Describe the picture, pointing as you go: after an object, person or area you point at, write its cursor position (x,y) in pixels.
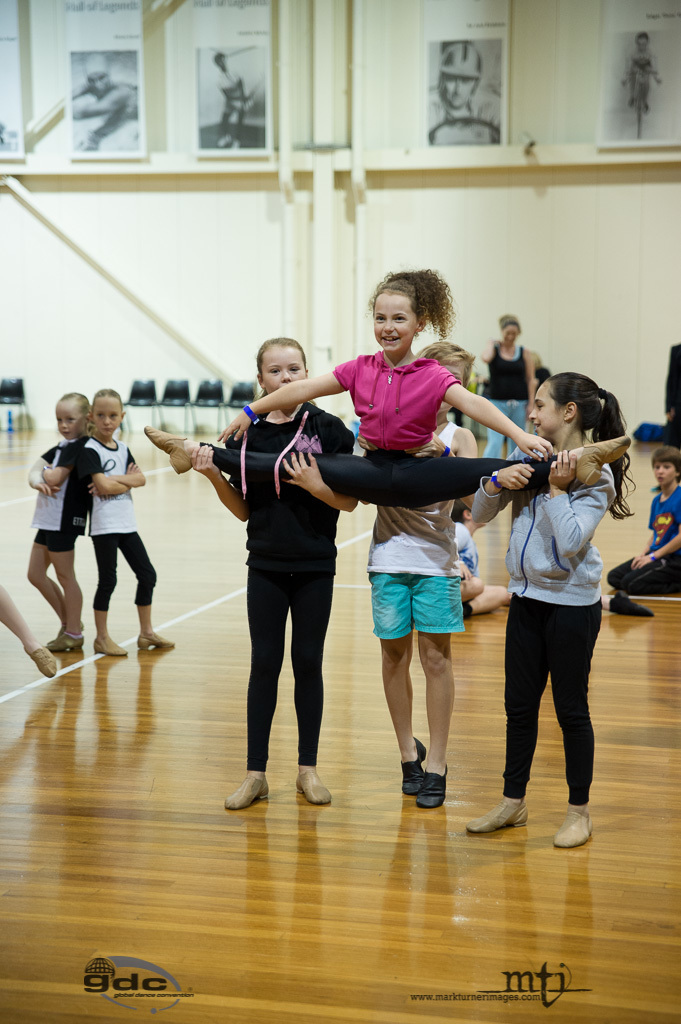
In this image I can see a group of people (424,776) on the floor (322,882). In the background (109,361) I can see chairs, wall (148,334) and photo frames (215,52). This image is taken during a day on the play court (633,911).
